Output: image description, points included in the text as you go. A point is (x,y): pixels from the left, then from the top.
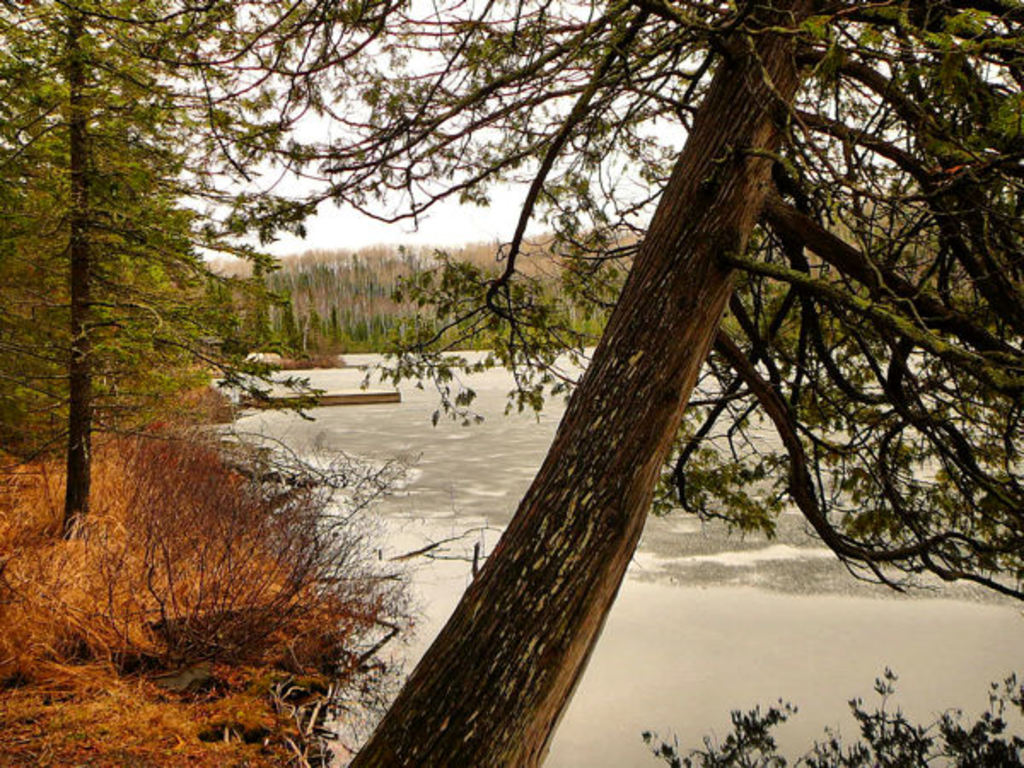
In the picture I can see a tree (102,348) in the left corner (98,314) and there is water (520,462) beside it and there are few other trees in the background (607,282).
